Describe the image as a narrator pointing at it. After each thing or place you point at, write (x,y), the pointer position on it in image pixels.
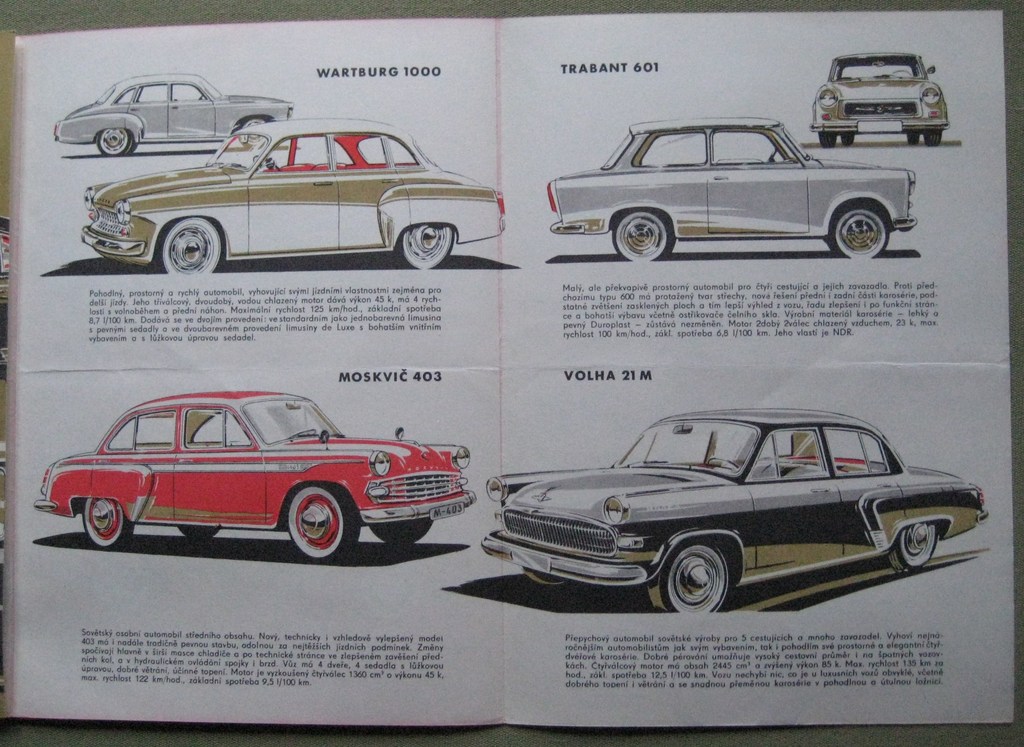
In the center of the image (639,319), we can see a paper (141,142) and here we can see vehicles (456,197) and there is text (234,330).
